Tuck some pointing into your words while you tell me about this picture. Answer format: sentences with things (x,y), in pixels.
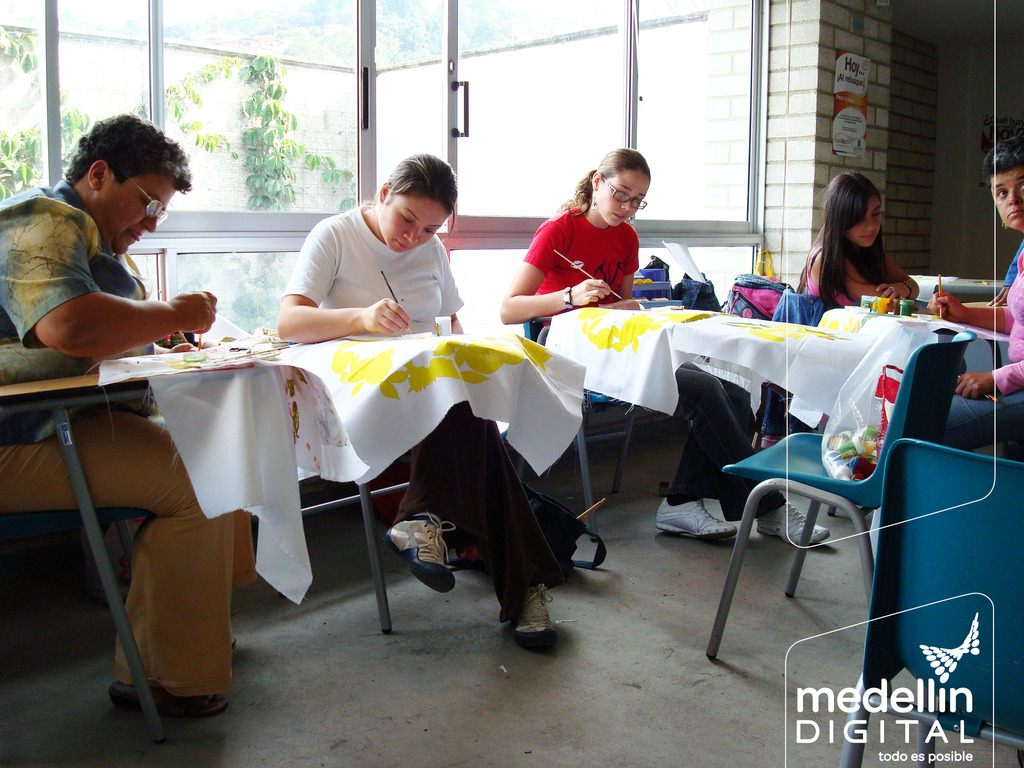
This group of people (95,253) are sitting on chairs (529,333) and holding paint brushes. In-front of them there are tables (678,340), on this table (736,332) there is a cloth (280,385) and this three persons (357,330) are painting on this cloth (333,354). On this table (874,323) there are paint bottles (888,311). On this chair (806,481) is a plastic cover (848,409). Far there are bags (752,284). A poster (849,106) on wall (795,105). From this window (221,112) we can able to see trees (83,125).
